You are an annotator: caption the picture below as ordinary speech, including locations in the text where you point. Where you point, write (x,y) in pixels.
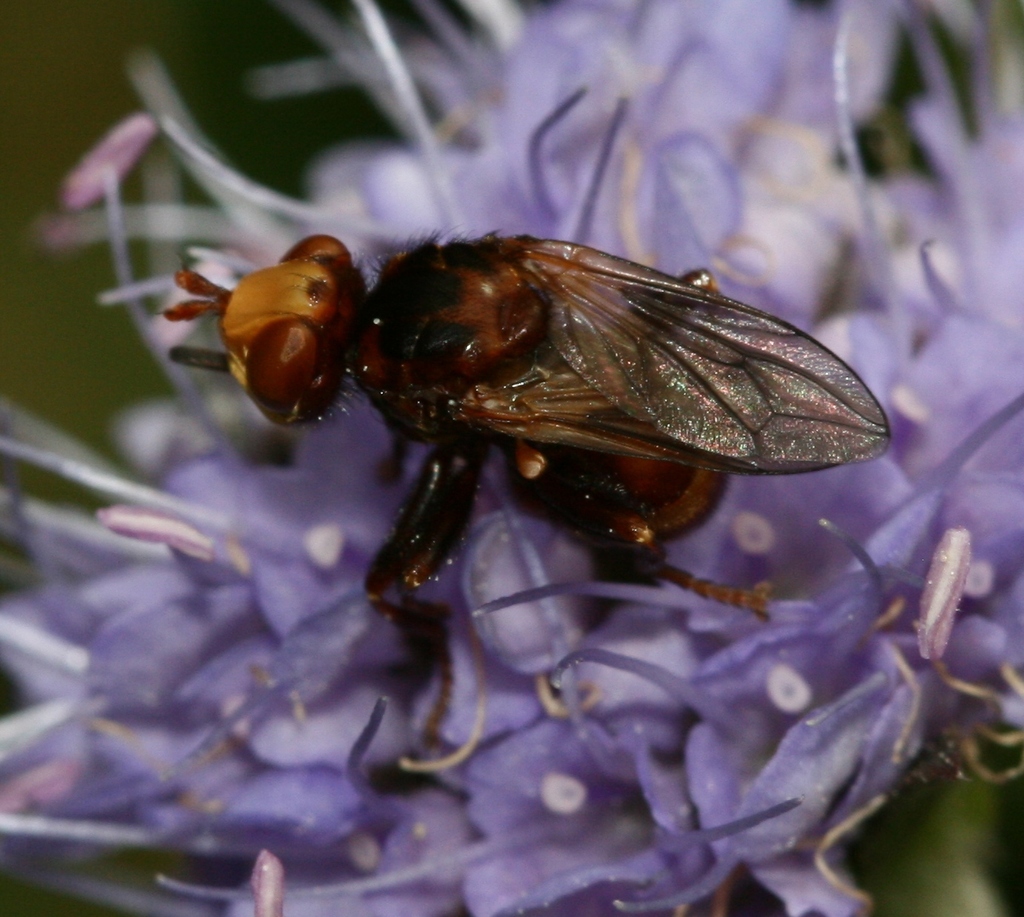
In the center of the image (636,573) we can see one flower (839,558), which is in violet color. On the flower (384,710), we can see one insect (451,491), which is brown and black color. In the background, we can see it is blurred.
